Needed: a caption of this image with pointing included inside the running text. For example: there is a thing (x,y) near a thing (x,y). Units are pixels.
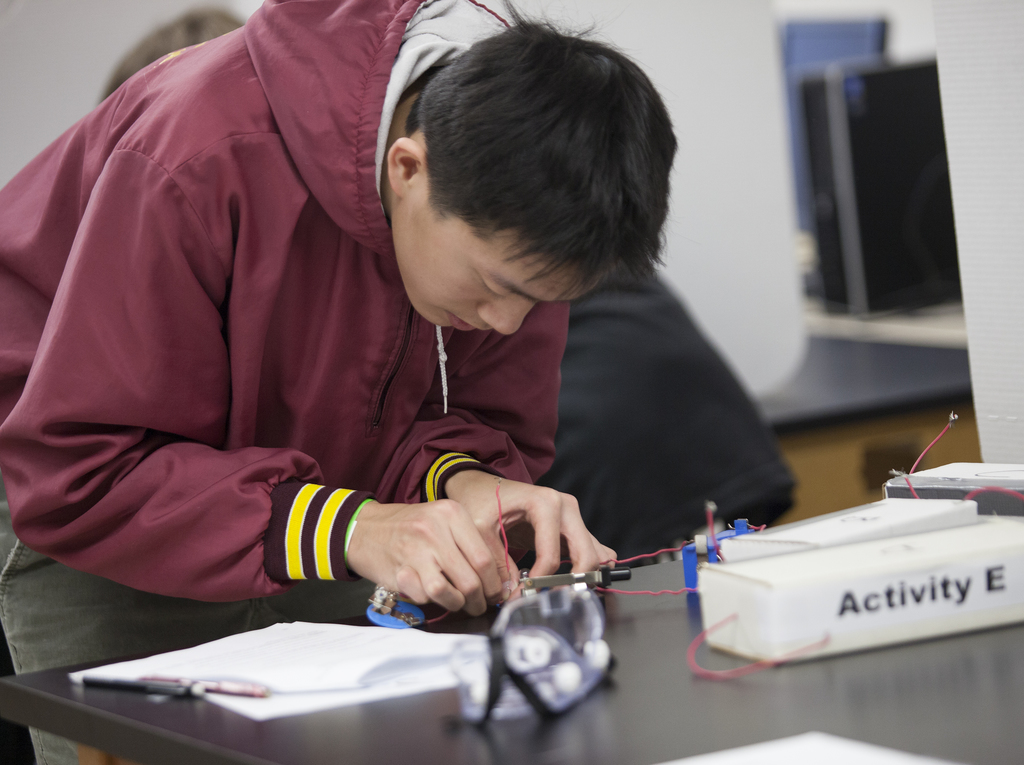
In this picture I can see a man (390,350) holding the wires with his hand (536,558), on the left side (328,673) there are pens (261,688) and papers (338,682) on the table (420,711). On the right side (874,24) I can see a desktop (836,57) and a CPU (875,240).
